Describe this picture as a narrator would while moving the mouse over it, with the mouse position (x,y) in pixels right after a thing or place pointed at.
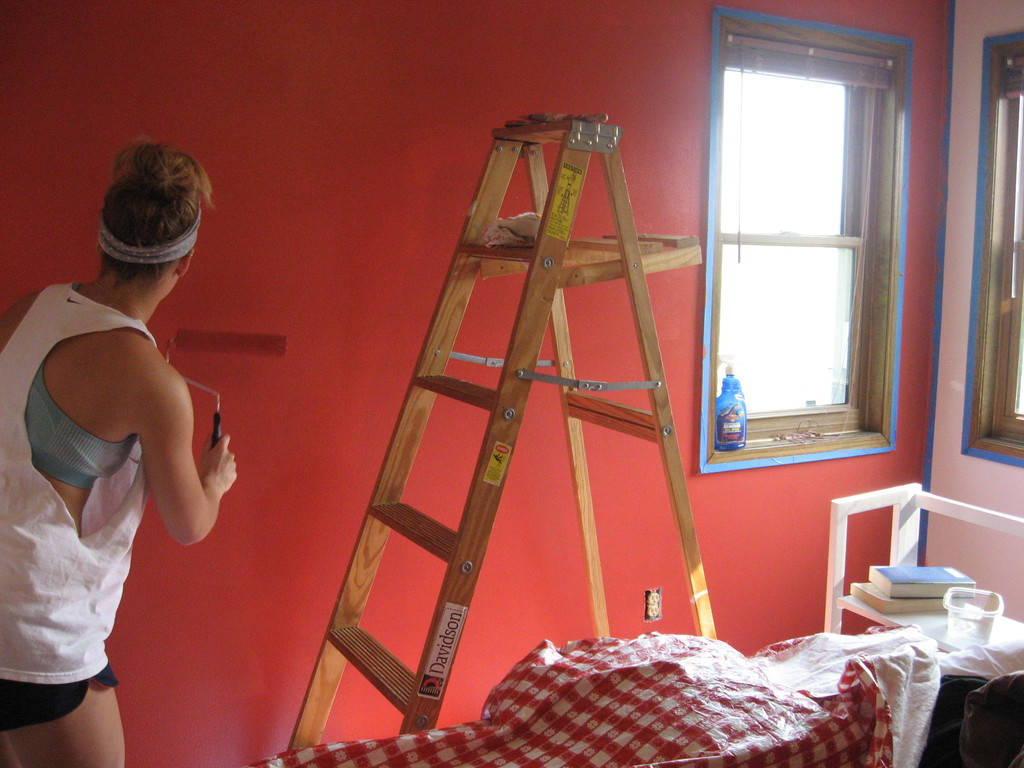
In the picture we can see the interior of the house (394,609) with a red color wall (258,603) and a window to it and near it, we can see some rack (940,633) to the floor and some books (911,591) on it and beside it, we can see a cloth (367,739) and a wooden ladder (442,318) and a person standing near it and doing some repair to the wall (250,465).
